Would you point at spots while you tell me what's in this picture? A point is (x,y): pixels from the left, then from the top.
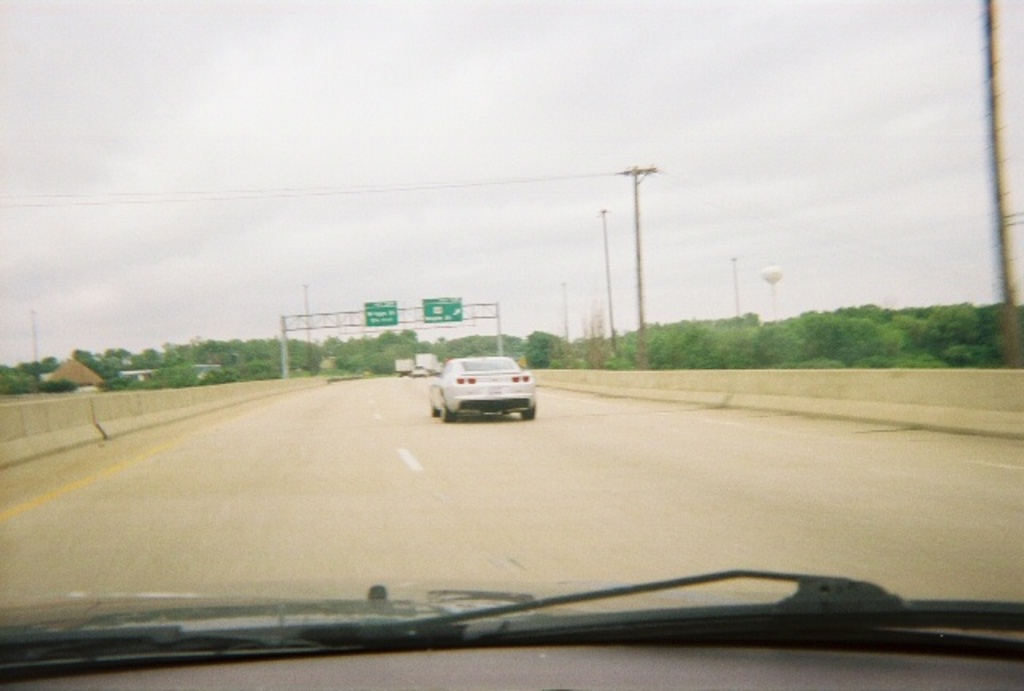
In this image I can see a car (500,363) on the road (334,427). In the left (232,351) and right side of the road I can see many trees (666,334) and poles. I can see many clouds (404,102) in the sky (227,110).
